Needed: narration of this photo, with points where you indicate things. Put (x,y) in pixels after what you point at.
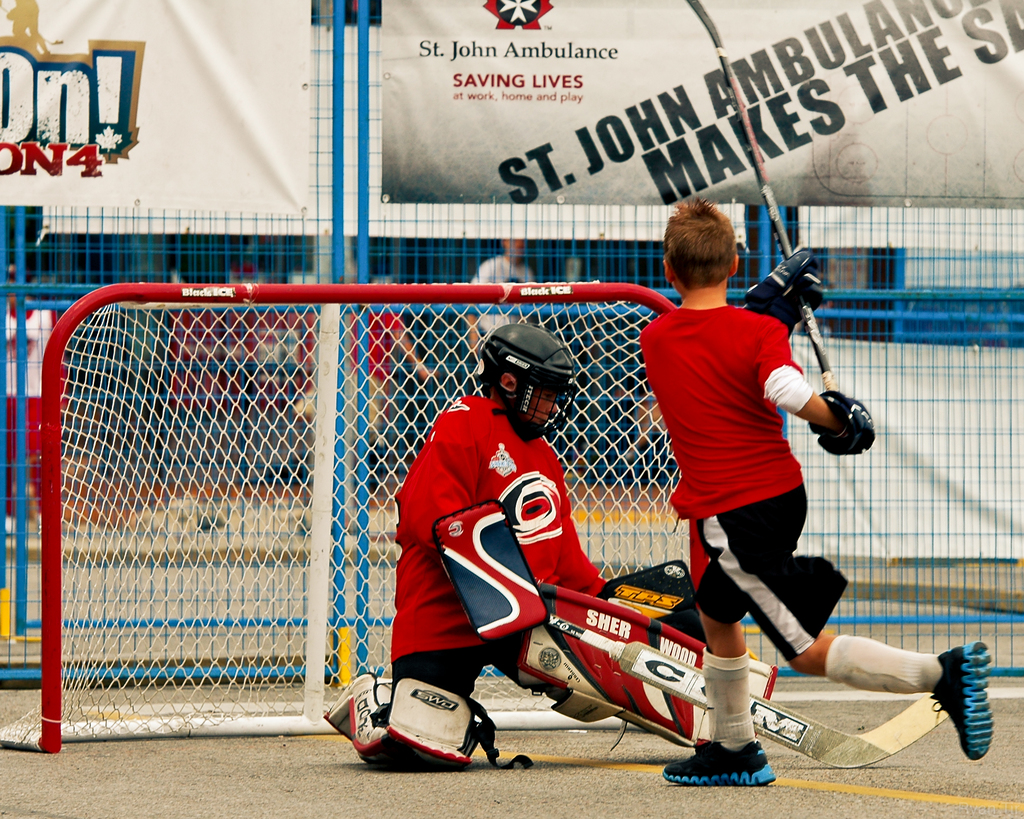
In this image I can see two boys (692,425) and I can see both of them are holding sticks (598,644). I can also see both of them are wearing red colour t-shirts (530,475), gloves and shoes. I can see one of them is wearing a black colour helmet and bodyguards (464,597). In the background (96,349) I can see a goal post (223,347), few boards (423,111), iron fencing (613,252), few people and on these boards (463,198) I can see something is written.
